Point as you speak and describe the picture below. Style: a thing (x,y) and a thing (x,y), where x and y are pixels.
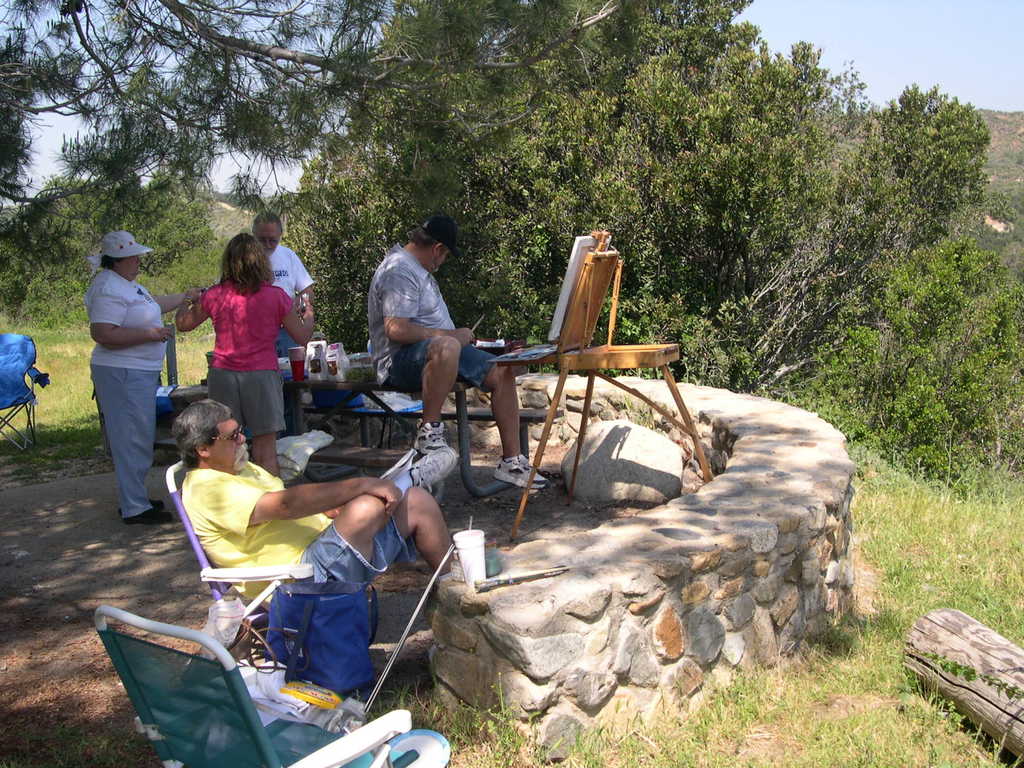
In this image I can see two persons (419,497) are sitting on the chairs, table (495,487), wall fence (701,528), tree trunk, some objects (392,401) on the table (359,386) and three persons (258,419) are standing on the ground (159,467). In the background (532,243) I can see trees (687,183), mountains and the sky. This image is taken may be in a park (640,495) during a day.
